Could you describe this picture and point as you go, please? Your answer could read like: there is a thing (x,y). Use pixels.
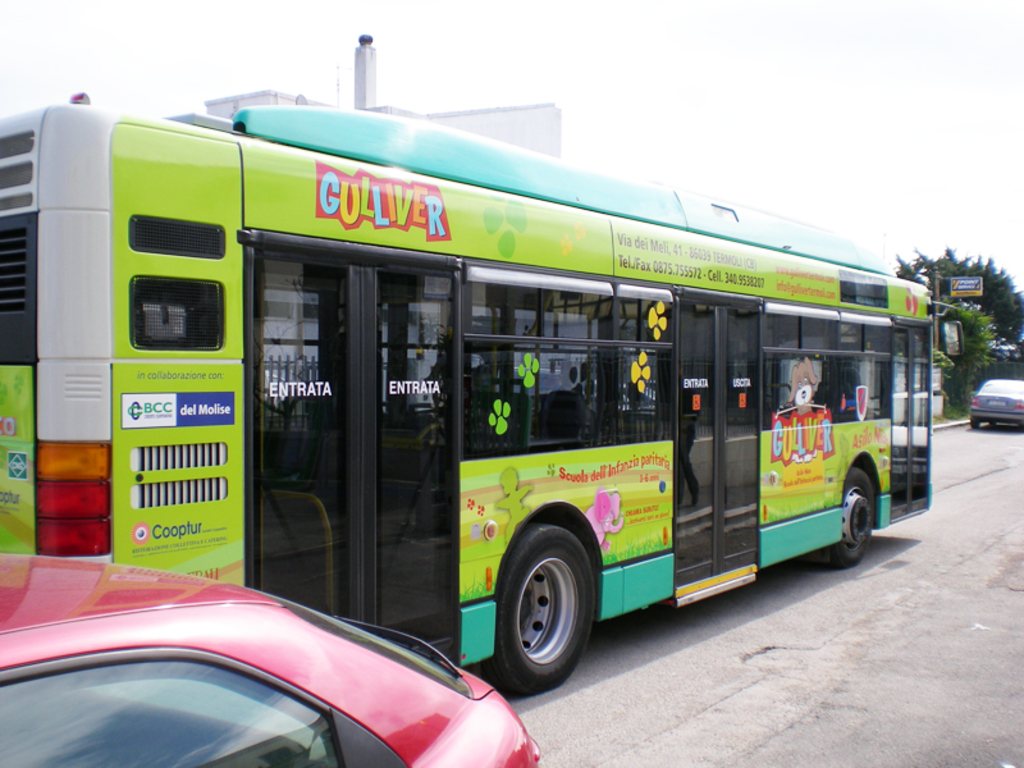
In the picture we can see a road (931,665) on it, we can see a bus (597,517) with some advertisements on it with a black color glass door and windows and beside the bus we can see a back part (463,740) of the car (412,738) which is red in color with a black color glass window (262,699) and in front of the bus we can see a car (1023,411) and beside it we can see some trees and beside the bus (289,145) we can see a part (480,115) of the building (489,130) and the sky (329,78).
